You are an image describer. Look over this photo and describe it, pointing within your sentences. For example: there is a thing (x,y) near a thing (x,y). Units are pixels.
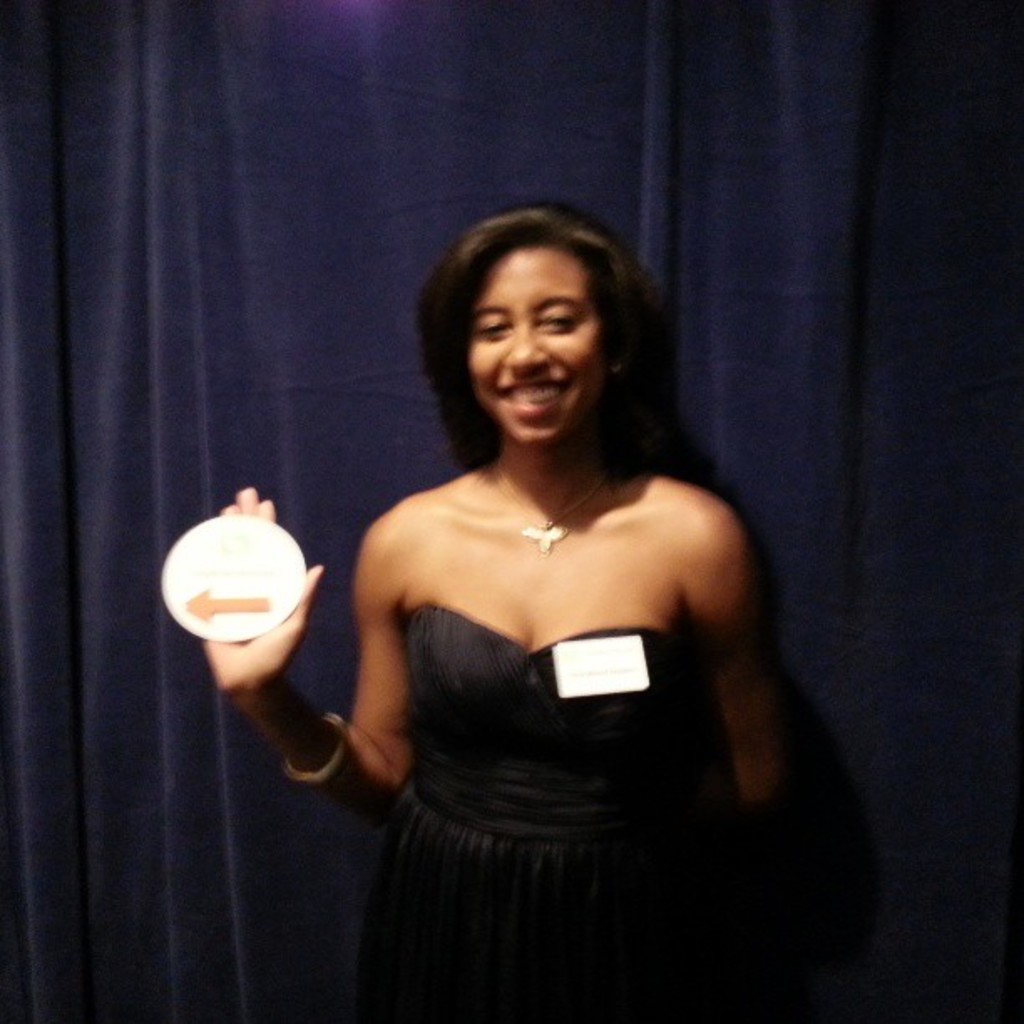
In this image I can see a woman (530,628) wearing black dress (495,799) is standing and holding a white colored paper (283,580) in her hand (232,653). I can see a white colored object (605,693) sticked to her dress (623,636). In the background (748,378) I can see the curtain (789,265).
